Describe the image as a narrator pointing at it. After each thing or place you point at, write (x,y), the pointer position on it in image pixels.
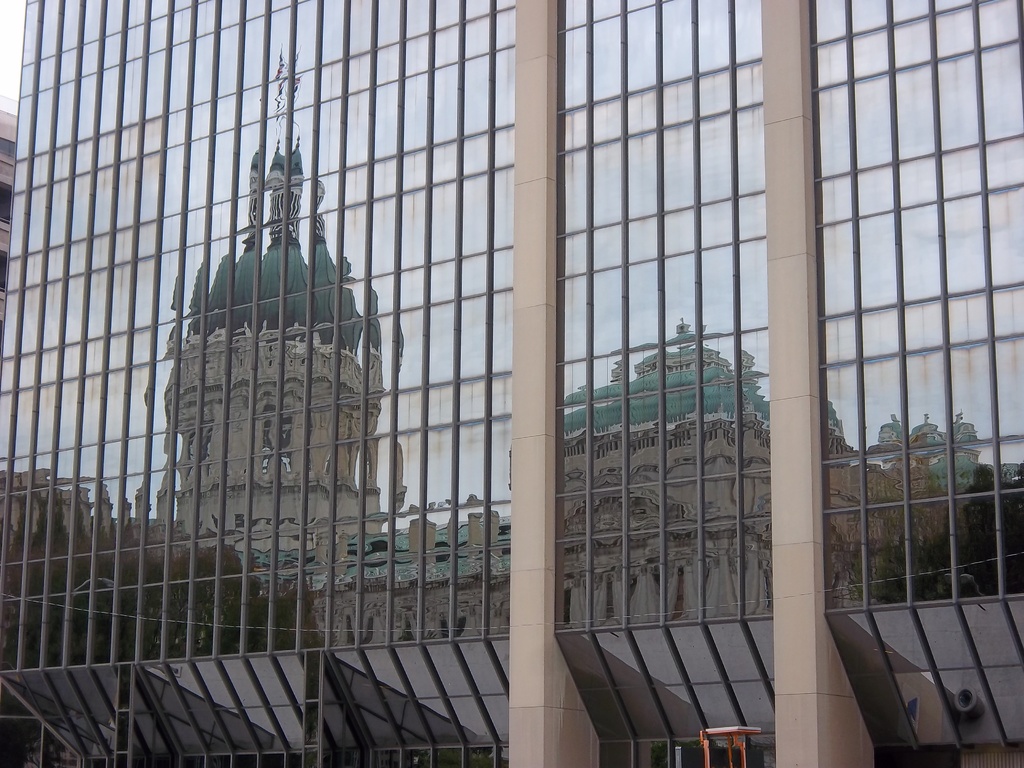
In the center of the image (634,335) we can see one glass building (492,531) and a few other objects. And we can see one building reflection (847,493) on the glass (85,229). On the left side of the image (1,264), we can see one more building (6,132) and windows (6,196).
